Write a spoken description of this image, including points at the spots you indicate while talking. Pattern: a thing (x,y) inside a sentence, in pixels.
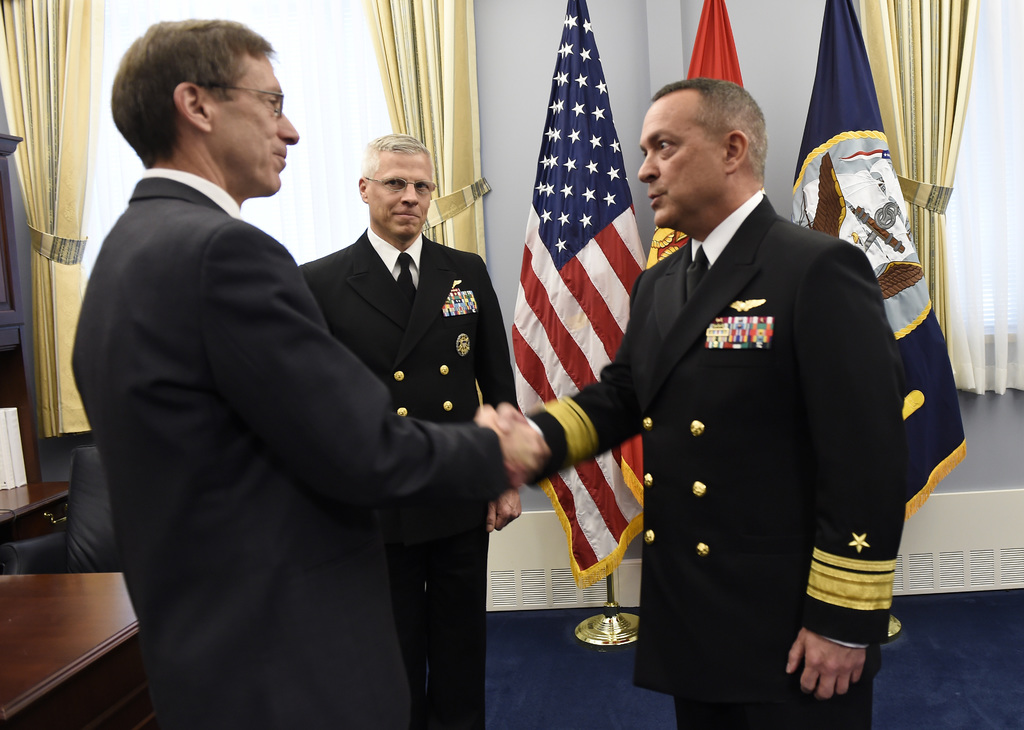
In this image, we can see people (333,443) standing and holding hands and some are wearing glasses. In the background (562,80), there are flags (567,74) and we can see curtains (107,89), a chair (82,486) and a table (100,651). At the bottom (547,676), there is a floor (532,671).
